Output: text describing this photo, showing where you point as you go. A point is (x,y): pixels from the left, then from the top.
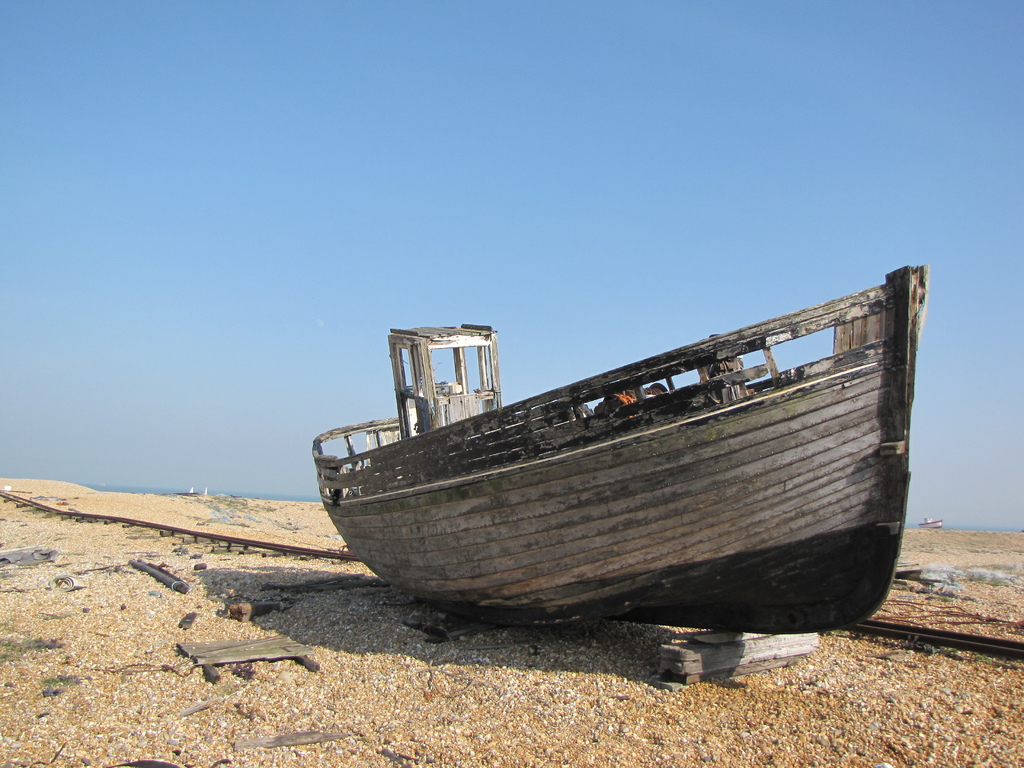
In this image we can see one wooden boat (605,617) on the ground (609,665), some objects (591,411) in the boat (651,417), one small white boat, some sand (259,598), some objects (215,646) on the ground (323,660) and there is the sky (932,506) in the background (486,306).
